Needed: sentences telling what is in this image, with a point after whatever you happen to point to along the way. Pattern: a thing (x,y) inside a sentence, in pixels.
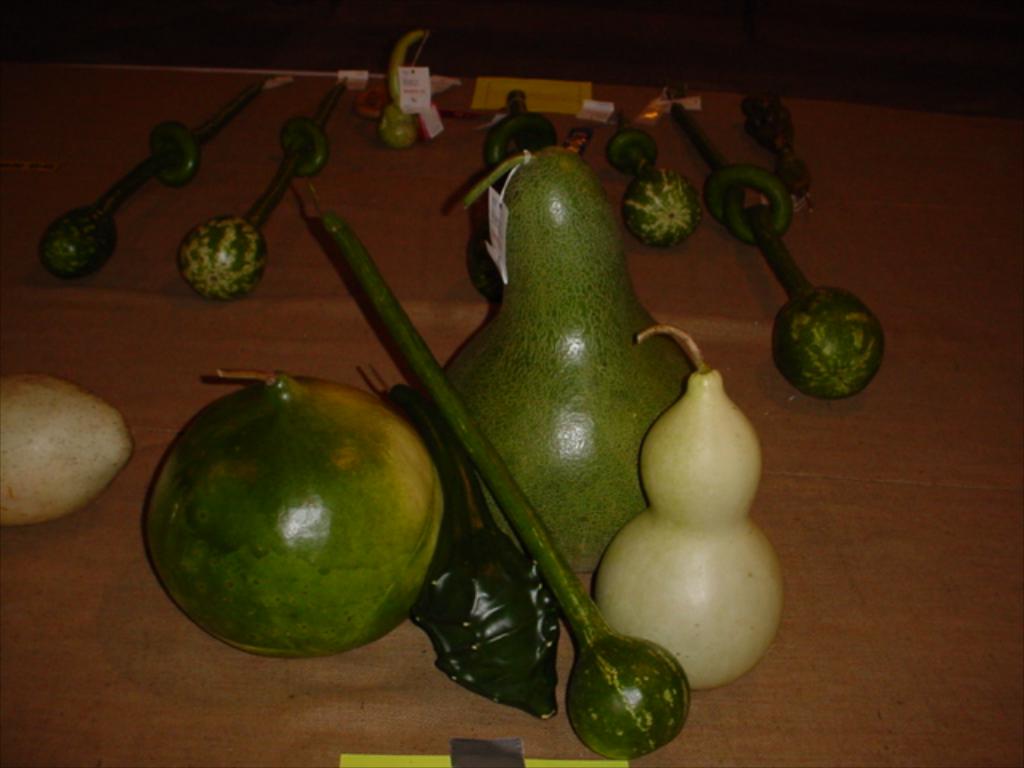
In this image we can see the vegetables (526,123) and some other objects (501,99) on the table (273,684).
